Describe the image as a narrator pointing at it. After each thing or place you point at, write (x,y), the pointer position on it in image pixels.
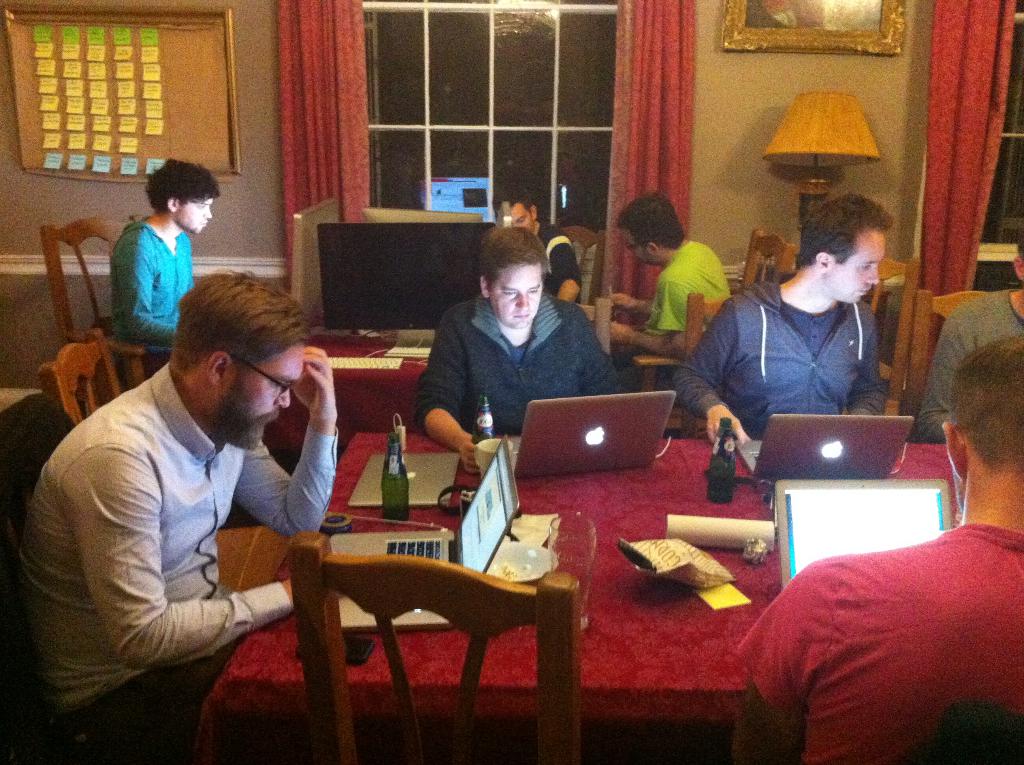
In this image there are group of persons (728,396) doing work on laptop (604,463) and there are bottles (714,491) on the table (644,580) and popcorn (706,572) and at the top of the image (497,109) there is a window (604,151) and red color curtain (623,154).
